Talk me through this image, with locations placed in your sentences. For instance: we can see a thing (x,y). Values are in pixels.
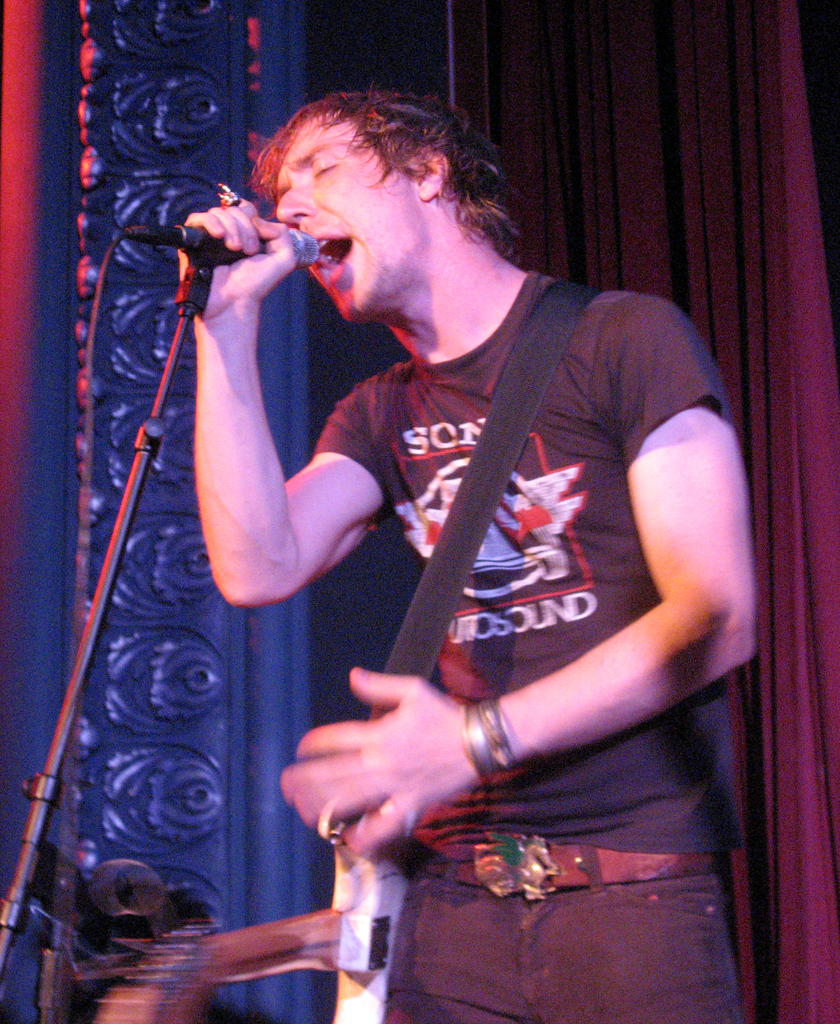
This is the picture, where the man (574,462) is singing a song through the microphone (297,250), the man (357,420) is holding the microphone (226,261). And this is a stand (50,771) which is connected to the microphone (190,244) the background of the man (367,178) is maroon curtains (588,149) and the man (570,575) is holding the guitar (339,1009).
